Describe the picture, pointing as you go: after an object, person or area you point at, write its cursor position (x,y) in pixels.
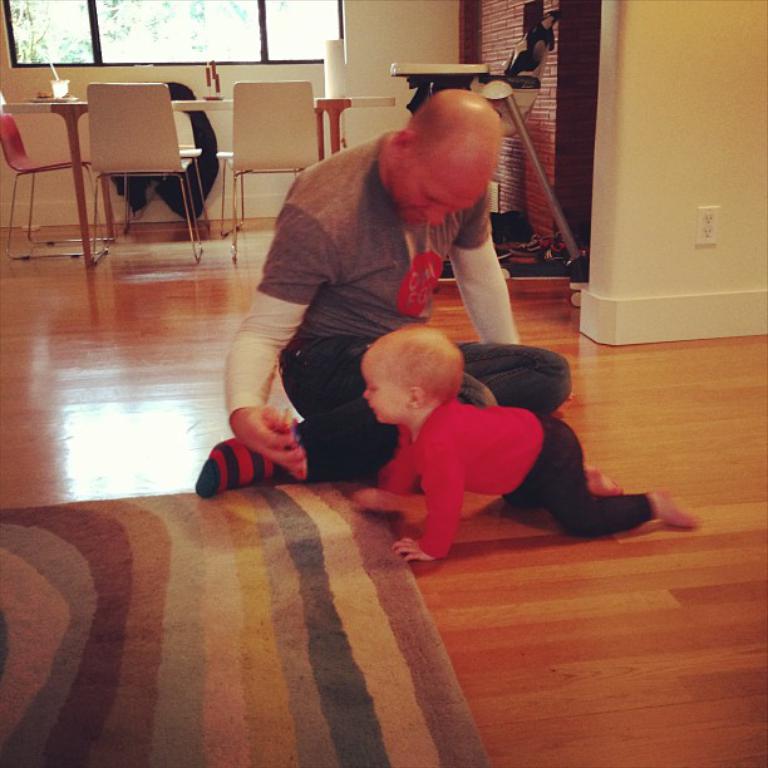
a person (320,250) is sitting on the floor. in front of him a baby (495,440) is crawling. behind them there is a table (200,111) and chairs (167,138). at the back (211,60) there is a window (221,29).
